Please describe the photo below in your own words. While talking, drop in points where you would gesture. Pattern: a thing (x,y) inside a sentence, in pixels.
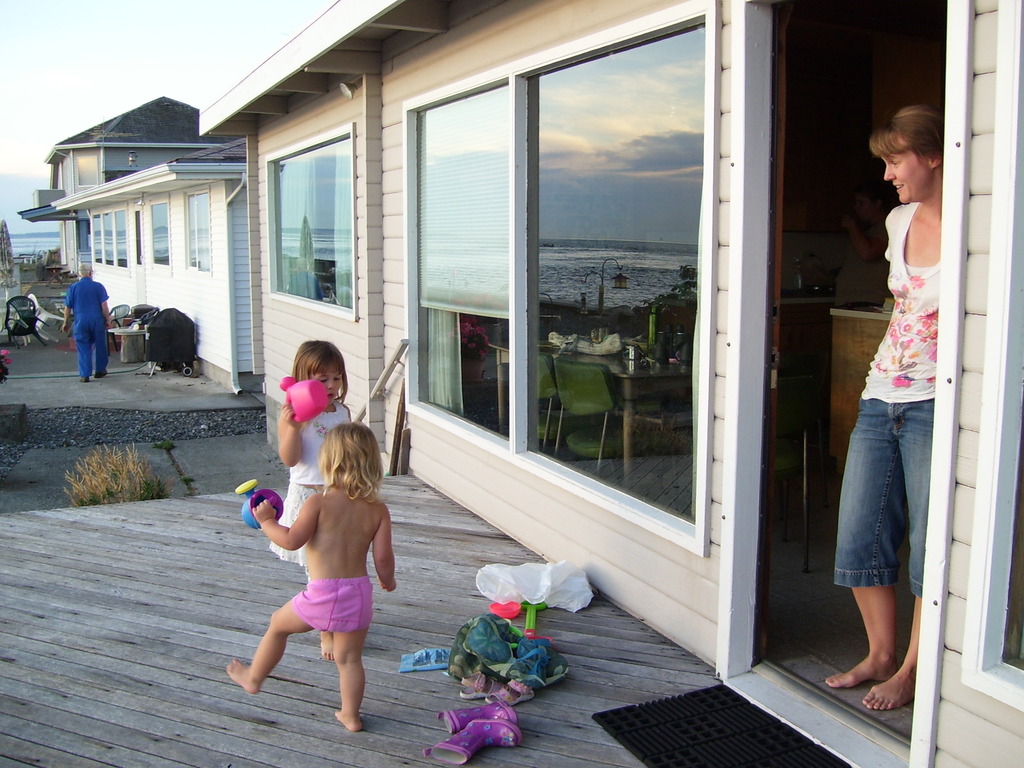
In this image I can see two children (339,354) are standing. I can also see few buildings (307,258), chairs (44,337), a woman (934,194) here and in background (65,322) I can see one more person (65,322) is standing. I can also see few things (483,628) over here and here I can see they both are holding things (291,391).
